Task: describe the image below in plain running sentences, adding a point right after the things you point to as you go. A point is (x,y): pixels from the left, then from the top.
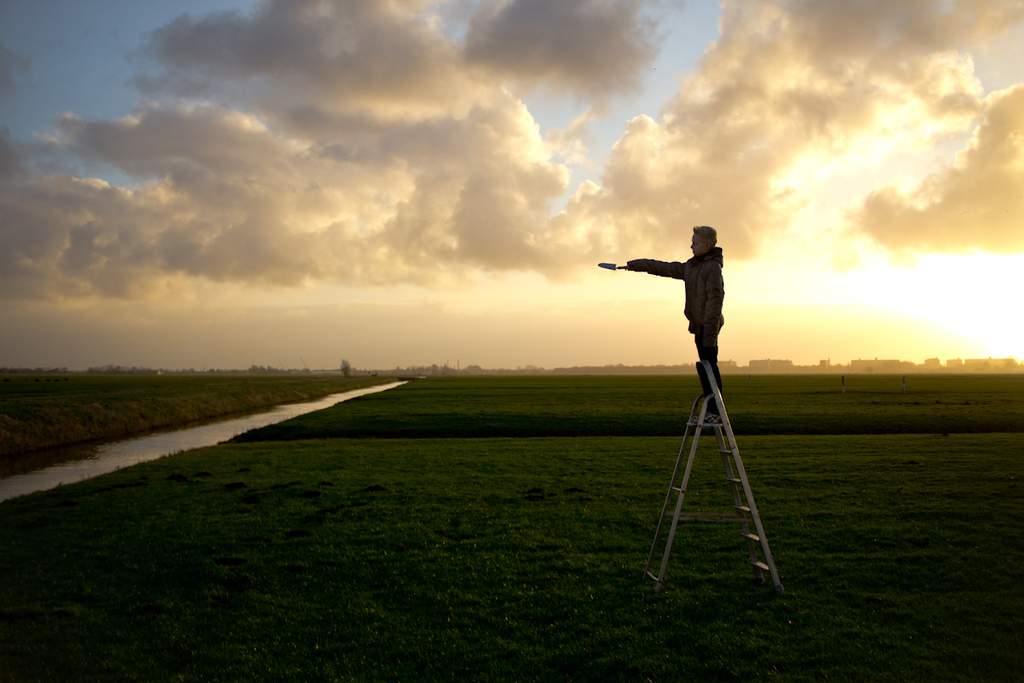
This image consists of a man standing on a ladder (739,477). At the bottom (383,527), there is grass (286,502). To the left (106,459), there is water (110,453). At the top (393,131), there are clouds (381,127) in the sky (343,122).
